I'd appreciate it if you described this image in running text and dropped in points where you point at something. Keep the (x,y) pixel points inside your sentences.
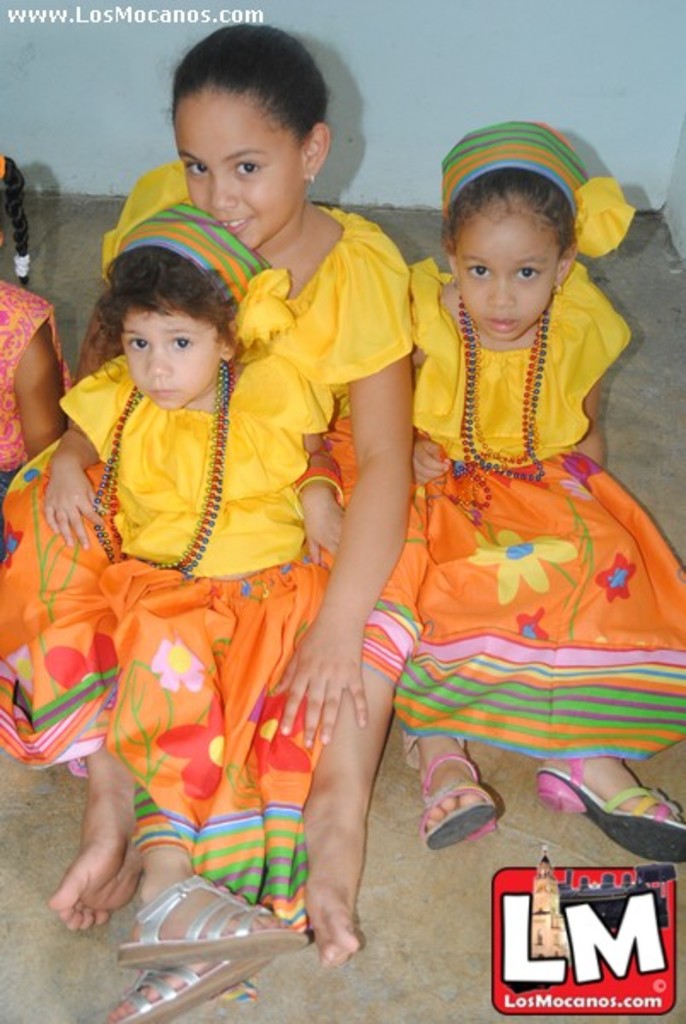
In the image there are three girls (293,426) in yellow dress (571,385) and orange frock (478,569) sitting on the floor (403,915) and behind them there is wall (432,90), on the left side (7,420) there is another girl (24,317) visible.
